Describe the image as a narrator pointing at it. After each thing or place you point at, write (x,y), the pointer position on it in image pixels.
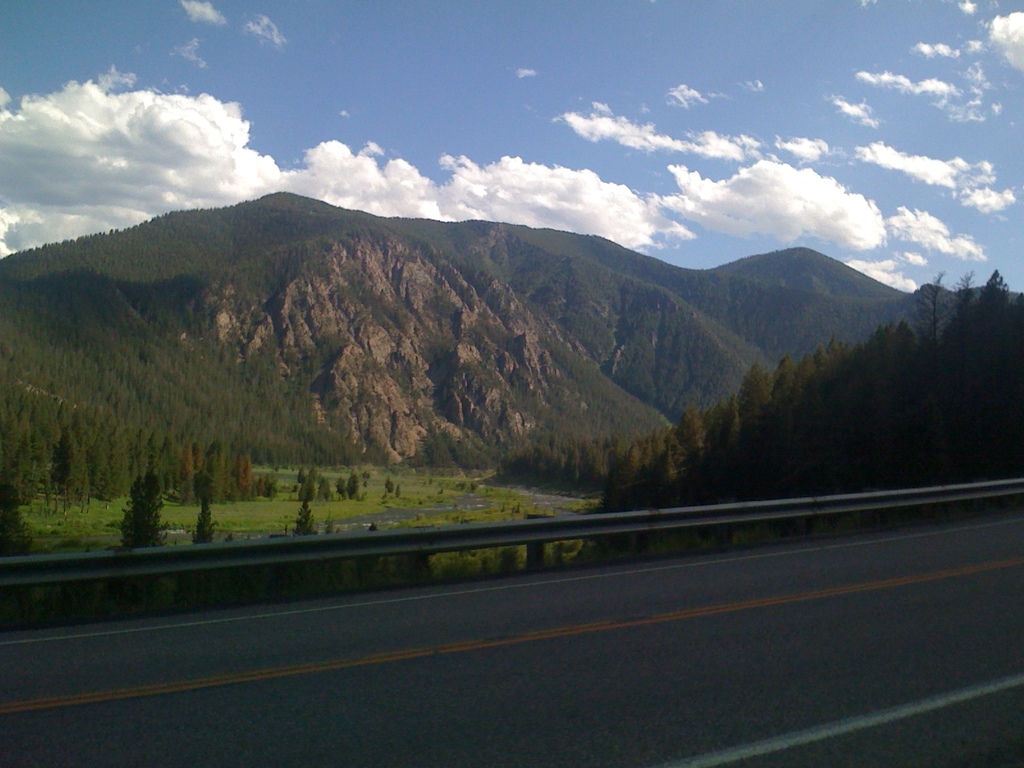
In this image we can see the road (487,738), grass (222,525), trees (71,466), hills (595,430) and the blue color sky (752,65) with clouds (421,182) in the background (752,44).
